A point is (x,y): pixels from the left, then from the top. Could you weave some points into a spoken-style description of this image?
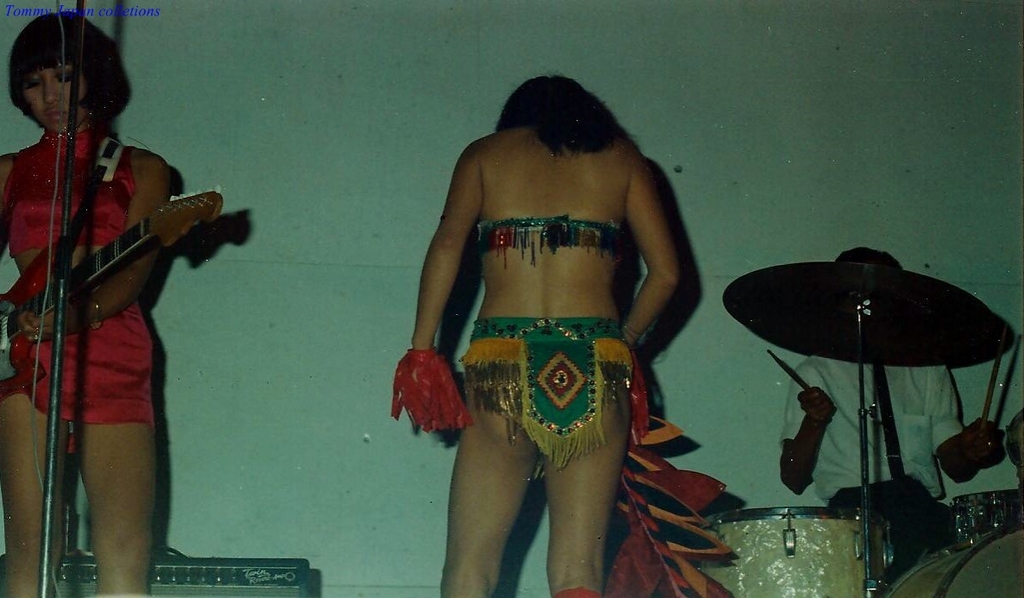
In the middle of the image (615,326) a person (601,226) is standing and holding something in hands (628,329). Bottom right side of the image (789,554) a person (900,262) is sitting and playing drums (823,578). Bottom left side of the image (131,548) a woman (69,64) is standing and playing guitar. Behind them there is a wall (425,97).
